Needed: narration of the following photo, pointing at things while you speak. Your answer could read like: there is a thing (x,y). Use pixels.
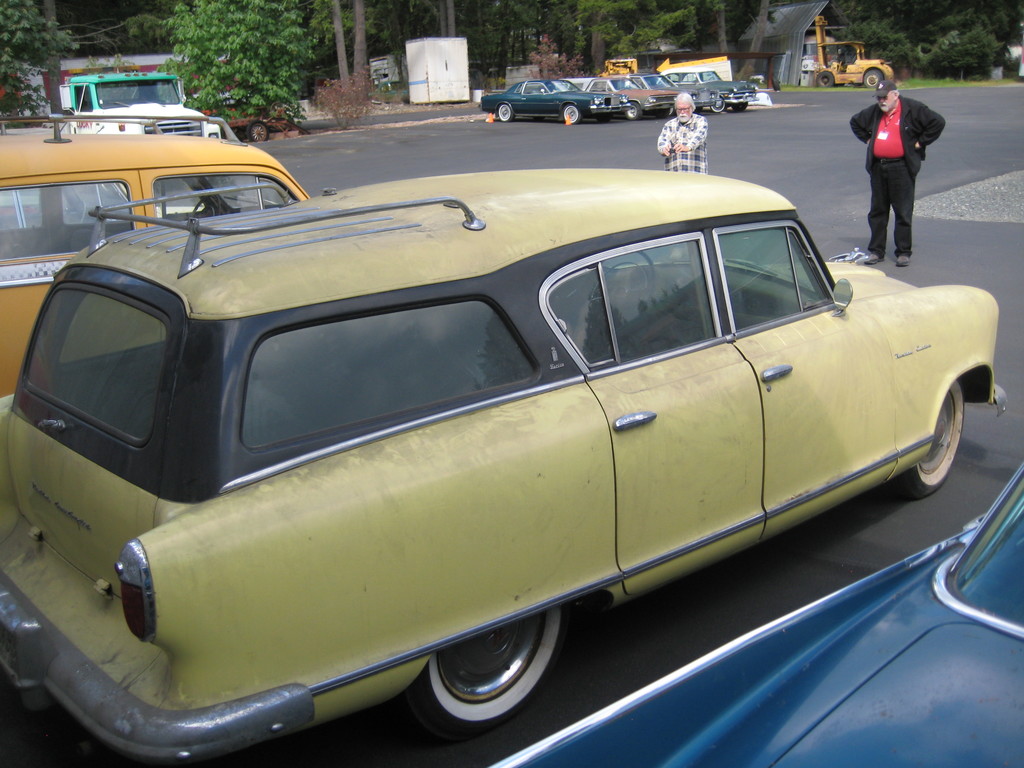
In the foreground of this image (478,298), there are vehicles (762,692) on the road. Behind it, there are two men (702,140) standing. In the background (623,81), there are vehicles (645,74) and the trees (623,32).
